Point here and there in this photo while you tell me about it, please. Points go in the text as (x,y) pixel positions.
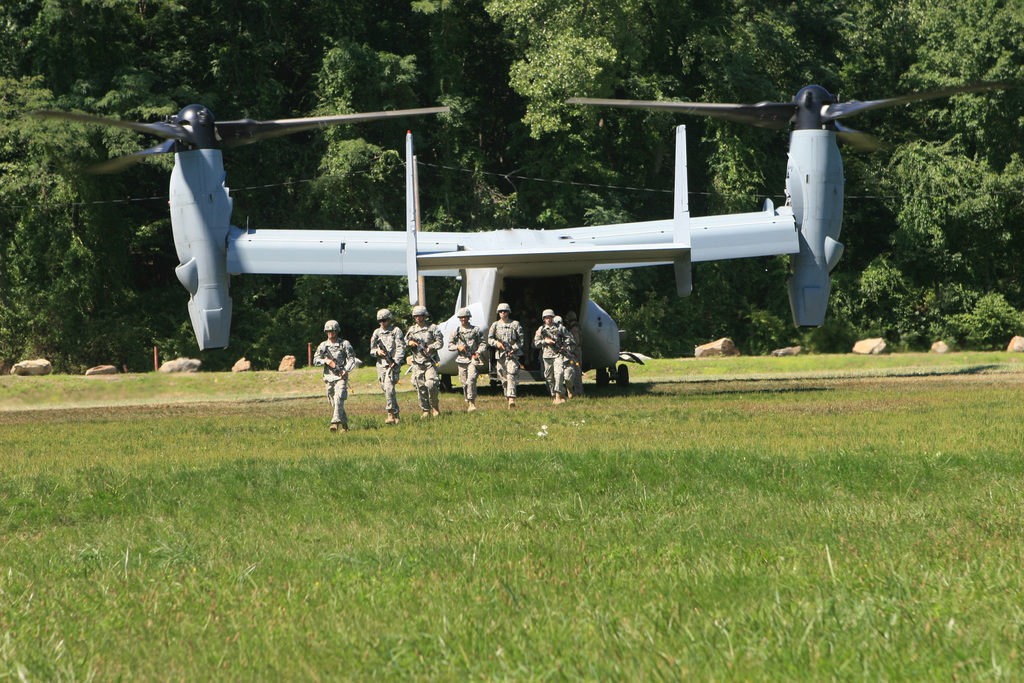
In this picture we can see few people (515,371) are walking on the grass (456,412), and they are holding guns (335,369), behind to them we can see a plane (553,250) and few trees (532,126).
